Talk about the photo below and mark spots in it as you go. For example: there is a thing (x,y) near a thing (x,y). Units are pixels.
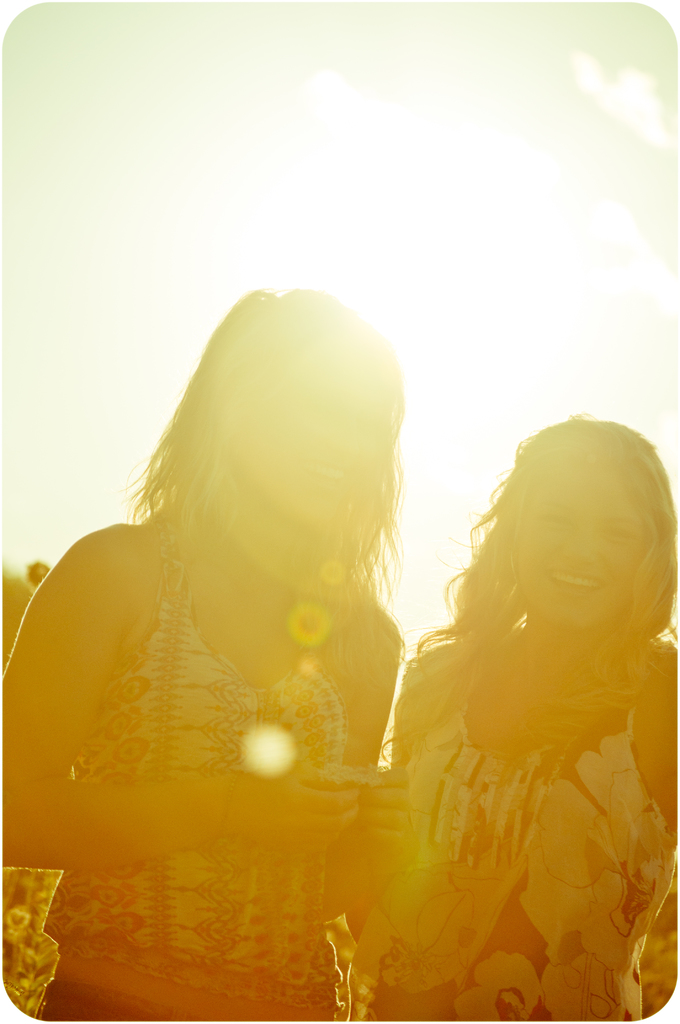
This image consists of two women (337,788) standing. In the background (438,183), there is a sunlight (443,206).
